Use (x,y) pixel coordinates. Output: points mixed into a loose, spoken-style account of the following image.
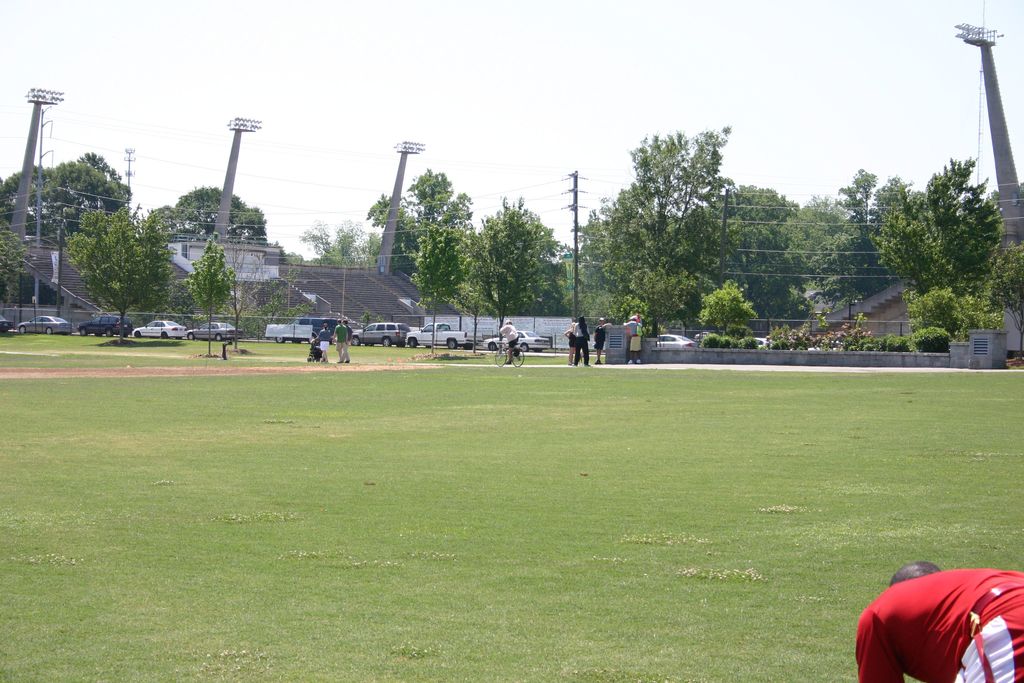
In this image, we can see people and vehicles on the ground (591,414). In the background (536,271), there are trees (209,268), poles (221,240) along wires (736,223) and we can see sheds (197,238) and lights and stairs (366,284) and a fence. At the top (552,53), there is sky (609,66).
